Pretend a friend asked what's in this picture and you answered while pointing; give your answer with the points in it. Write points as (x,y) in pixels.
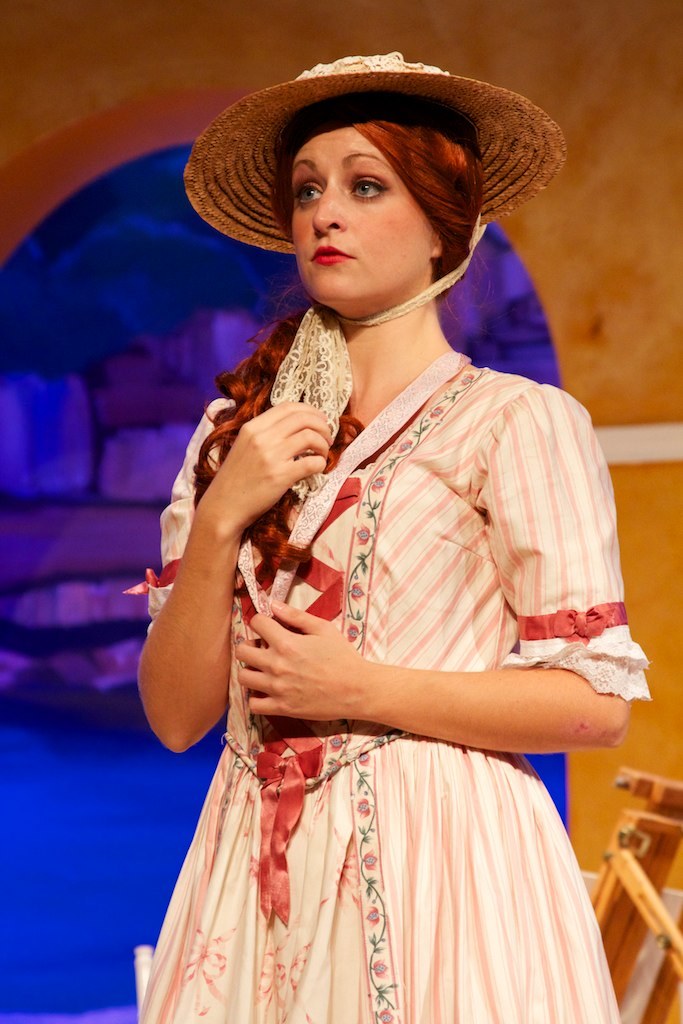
In this picture I can see a woman (300,417) standing. She wore a hat (434,101) on her head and I can see brown and a blue color background (590,62).
